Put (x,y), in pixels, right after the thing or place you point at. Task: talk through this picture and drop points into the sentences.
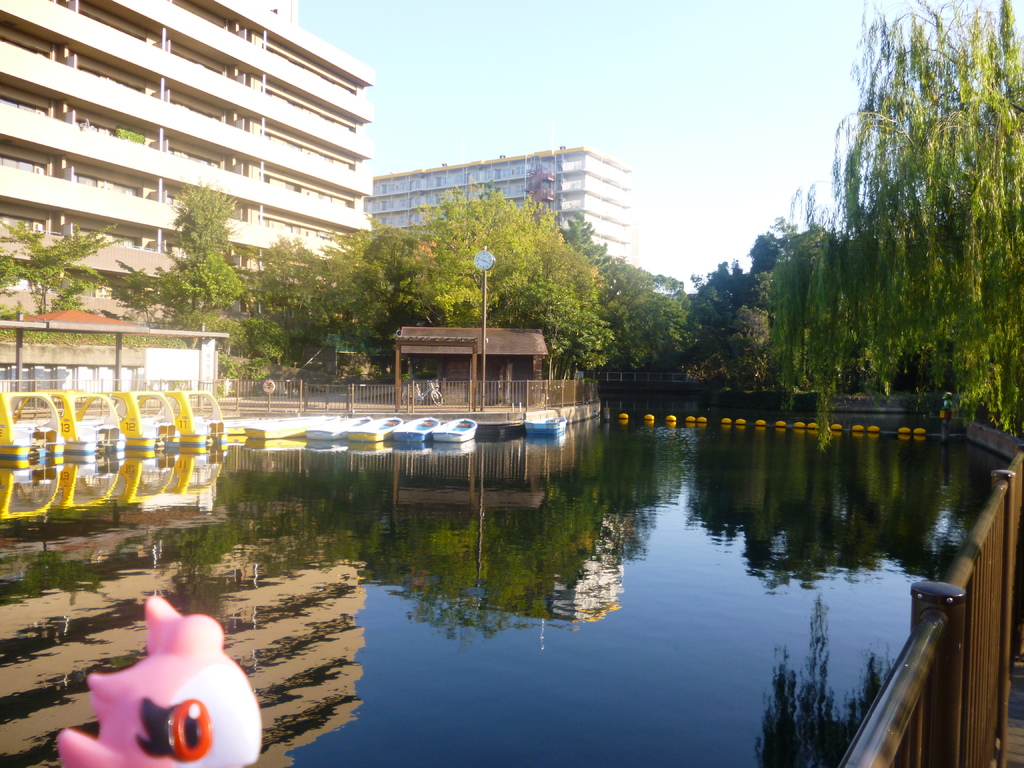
In this picture we can see boats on water (508,562), here we can see a toy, fence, shelters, bicycle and a clock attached to the pole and some objects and in the background (822,13) we can see buildings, trees (763,318), sky (788,80).
